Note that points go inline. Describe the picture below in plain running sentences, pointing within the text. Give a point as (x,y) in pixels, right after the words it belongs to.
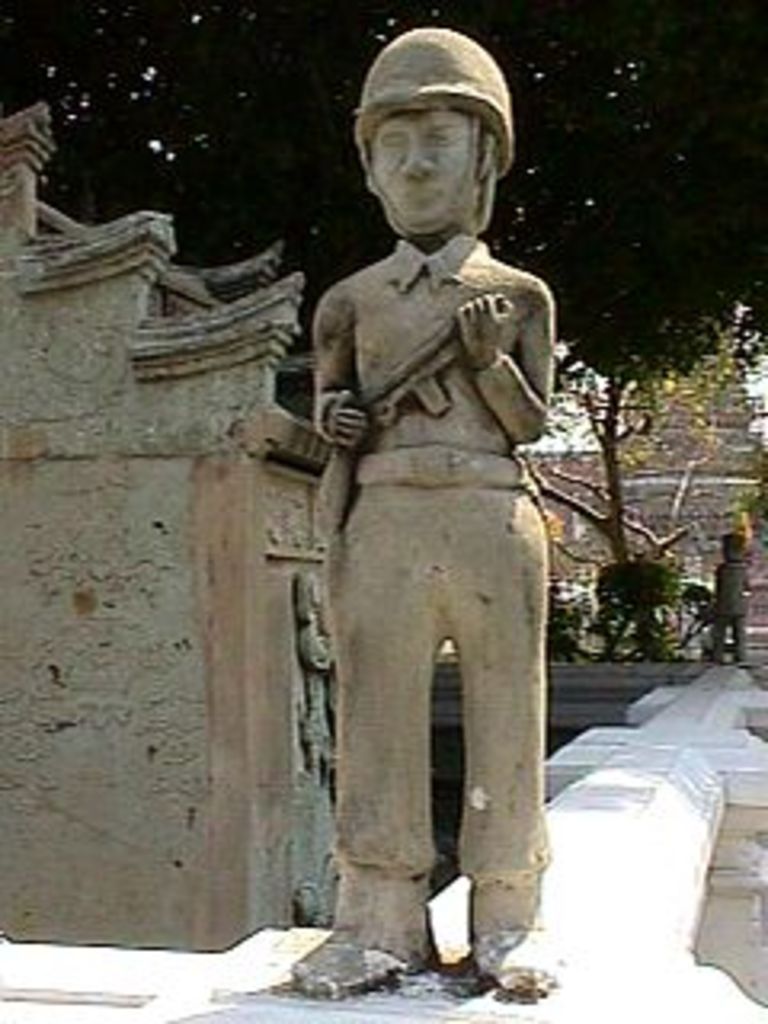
In this image we can see few statues (474,855) on the wall (666,822) and there is some structure (265,417) which looks like a wall (90,392) and we can see some trees (92,44) in the background (664,549).
